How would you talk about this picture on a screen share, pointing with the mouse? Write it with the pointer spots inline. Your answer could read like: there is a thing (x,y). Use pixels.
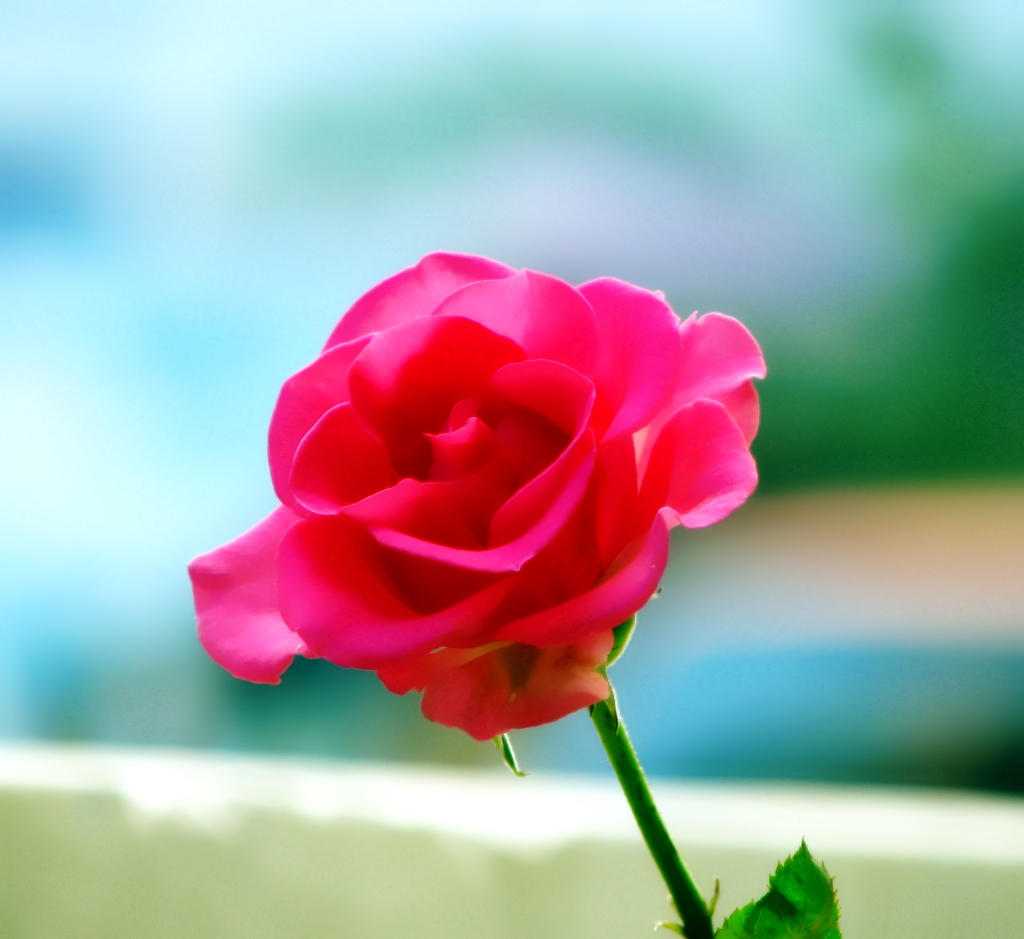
In the center of the image (543,519) we can see a rose (488,520) which is in pink color.
